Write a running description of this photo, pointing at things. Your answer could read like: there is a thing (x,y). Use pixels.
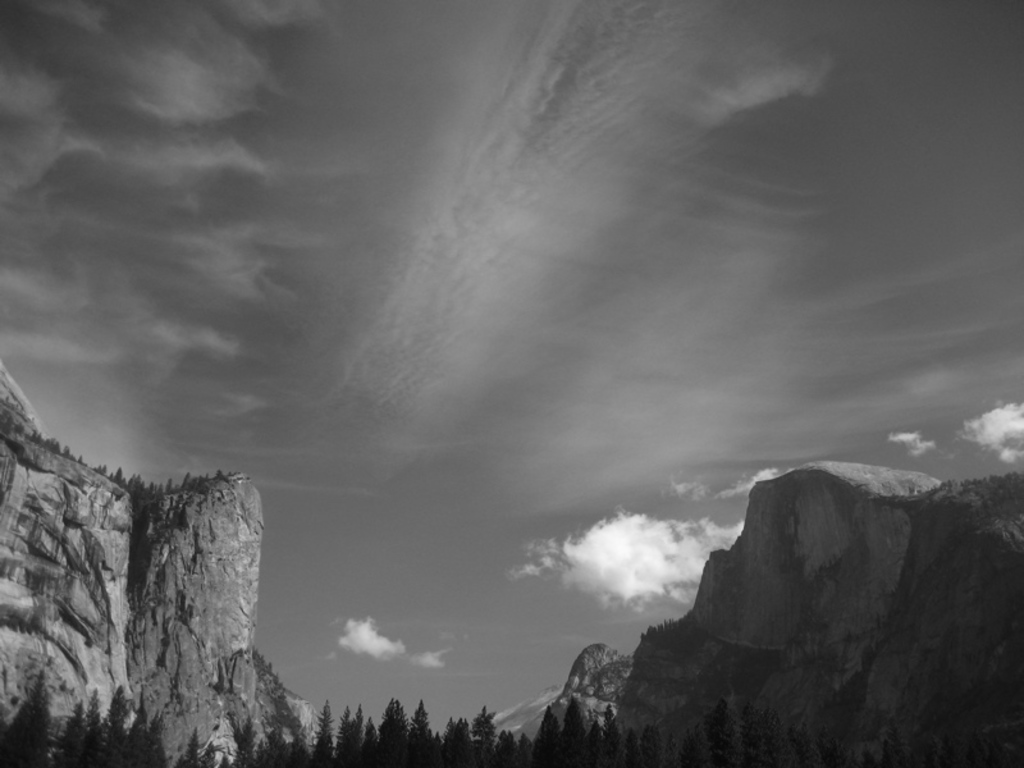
In this image I can see number of trees (716,722) and in the background (575,566) I can see clouds (702,485) and the sky (565,245). I can also see this image is black and white in colour.
